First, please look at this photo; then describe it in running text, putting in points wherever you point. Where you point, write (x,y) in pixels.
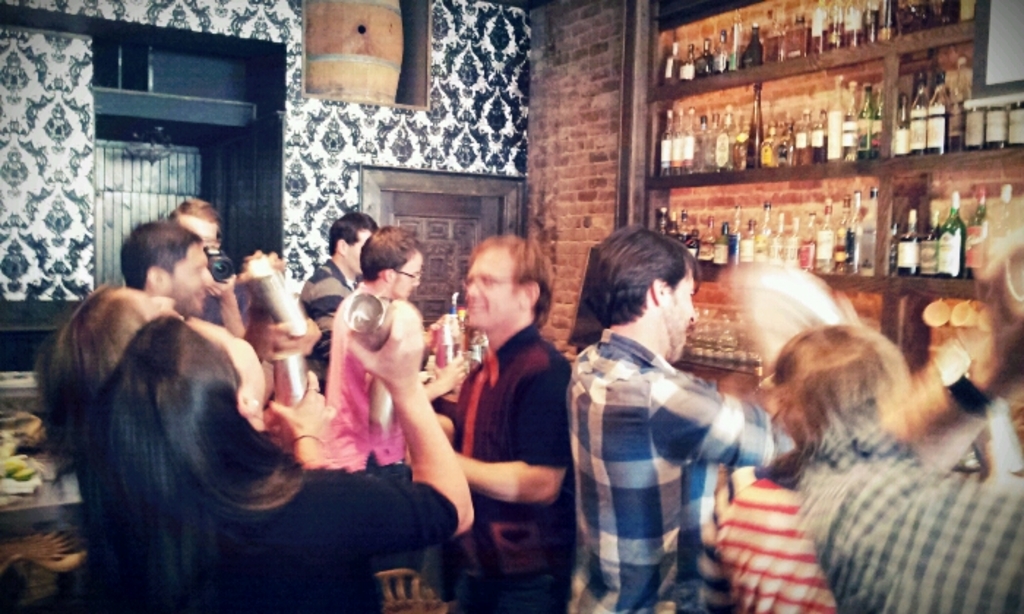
In this image on the ground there are many people (512,264). On the shelf (890,41) there are many liquor bottles (771,31). On the table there are bottles (459,328). A person (248,299) is clicking pictures. People (309,330) are holding something. In the background (376,130) there is barrel (321,31), wall (395,129), window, and few other things (439,215) are there.
